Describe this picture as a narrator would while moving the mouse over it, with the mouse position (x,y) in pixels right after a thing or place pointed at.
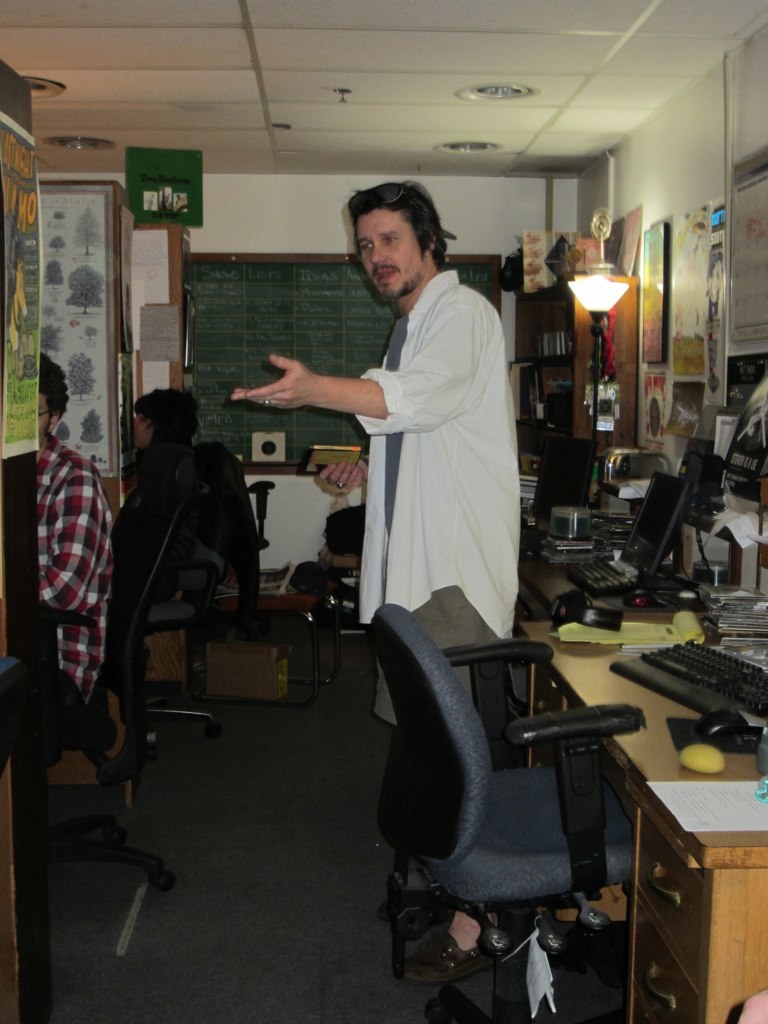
This image is clicked inside the room (678,406). This image consist of three men (50,565). In the front (411,479), the man (413,580) standing is wearing white shirt (456,503). In the front (478,877), there is a chair (515,808) near the table (654,766). On which, there are keyboards (710,671), mouse (638,601), monitors (652,539) and books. To the right (669,244), there is a wall (724,330) on which many frames (651,291) and posters (708,291) are fixed. In the background (265,309), there is a board (214,301) on the wall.
